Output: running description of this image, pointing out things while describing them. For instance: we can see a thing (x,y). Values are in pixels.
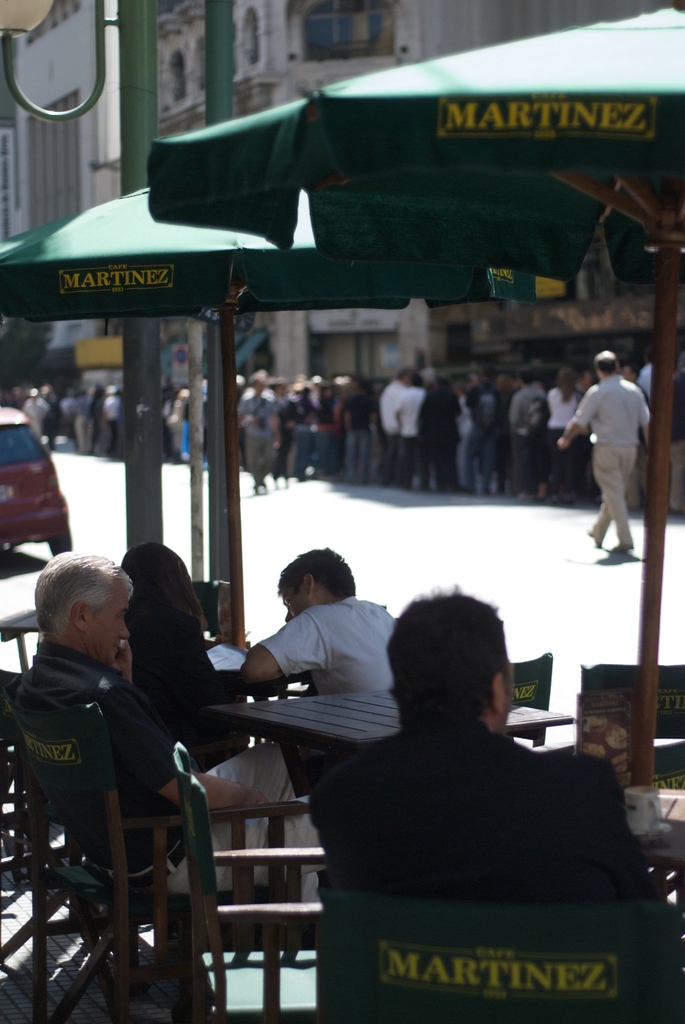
As we can see in the image there are buildings (163,20), umbrellas (191,190), few people (372,448) standing over here and there are chairs (265,934) and tables (320,719).
